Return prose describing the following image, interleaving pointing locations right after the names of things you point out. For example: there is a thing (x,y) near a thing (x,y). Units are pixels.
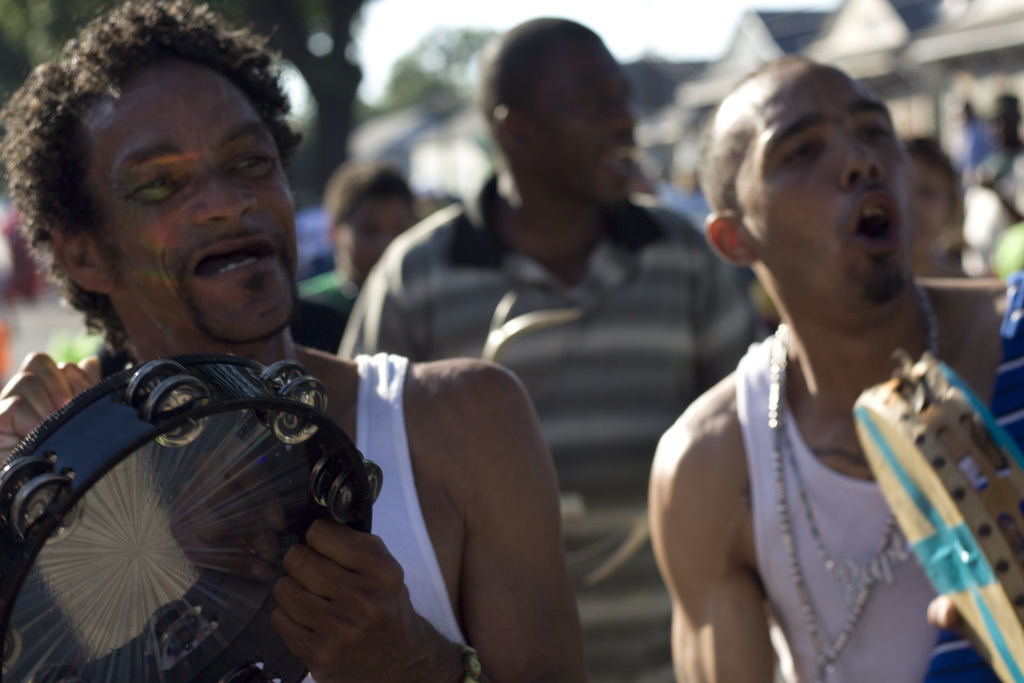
In this image, we can three persons (574,358) wearing clothes (396,462). There is a person (287,339) on the left side of the image (108,339) holding a musical instrument (196,474). In the background (908,114), image is blurred.
